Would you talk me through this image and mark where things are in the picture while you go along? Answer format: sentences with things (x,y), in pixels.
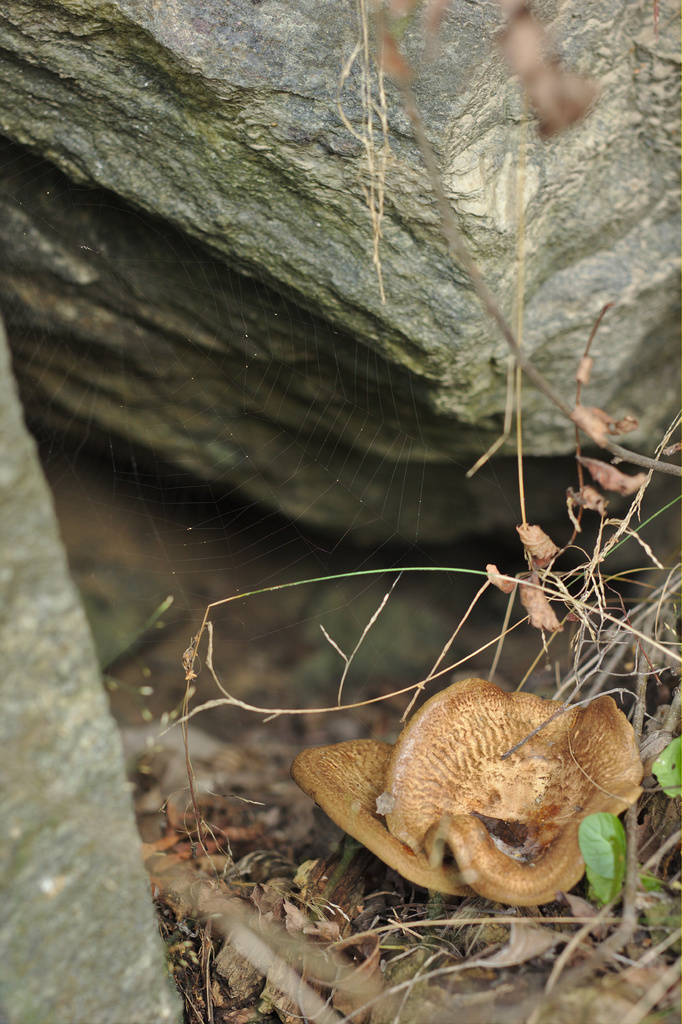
In this image I can see rocks (268,441) and grass (395,914).
